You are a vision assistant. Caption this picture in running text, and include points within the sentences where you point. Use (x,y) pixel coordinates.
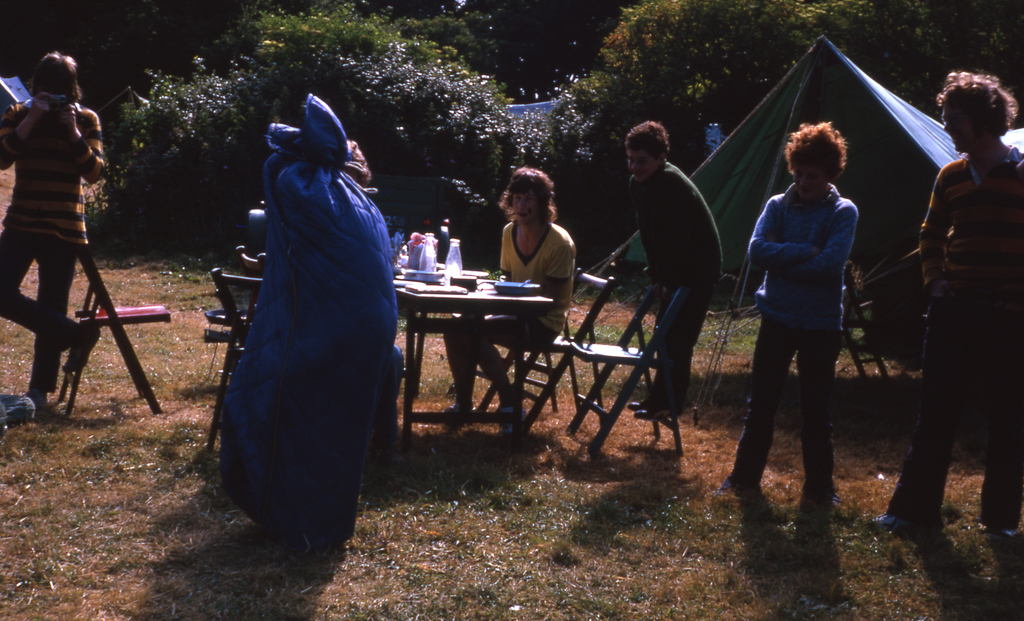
It seems to the image is a inside a garden (749,311). In middle of the image (527,254) there is a woman (539,238) sitting on chair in front of a table (471,302), on table (482,296) we can see some bottles (446,243), box (470,284). On right side (975,184) there are three men's (959,184) are standing, on left side (52,188) there is a person (52,175) standing. In background (862,95) we can see a tent (832,91) trees (491,46) at bottom (594,595) there is a grass (510,529).
